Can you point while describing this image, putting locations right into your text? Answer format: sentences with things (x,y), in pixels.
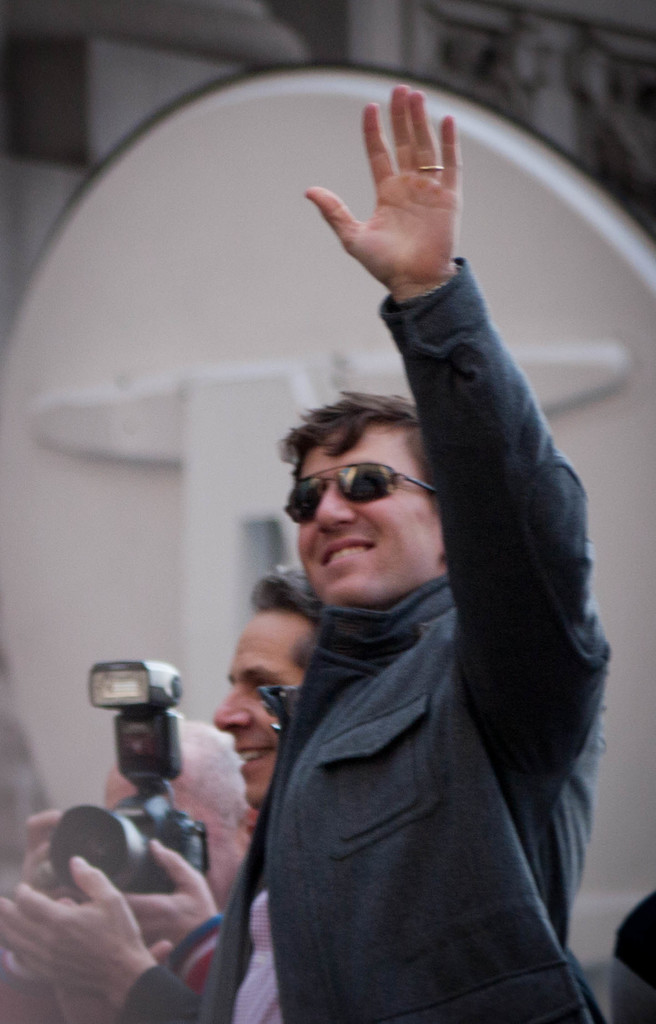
In this picture we can see group of people (379,621) in the middle of the image (347,649) a man (429,784) is waving his hand (394,226), In the background (162,846) a man (175,858) is holding camera (159,758) in his hand (163,906).
